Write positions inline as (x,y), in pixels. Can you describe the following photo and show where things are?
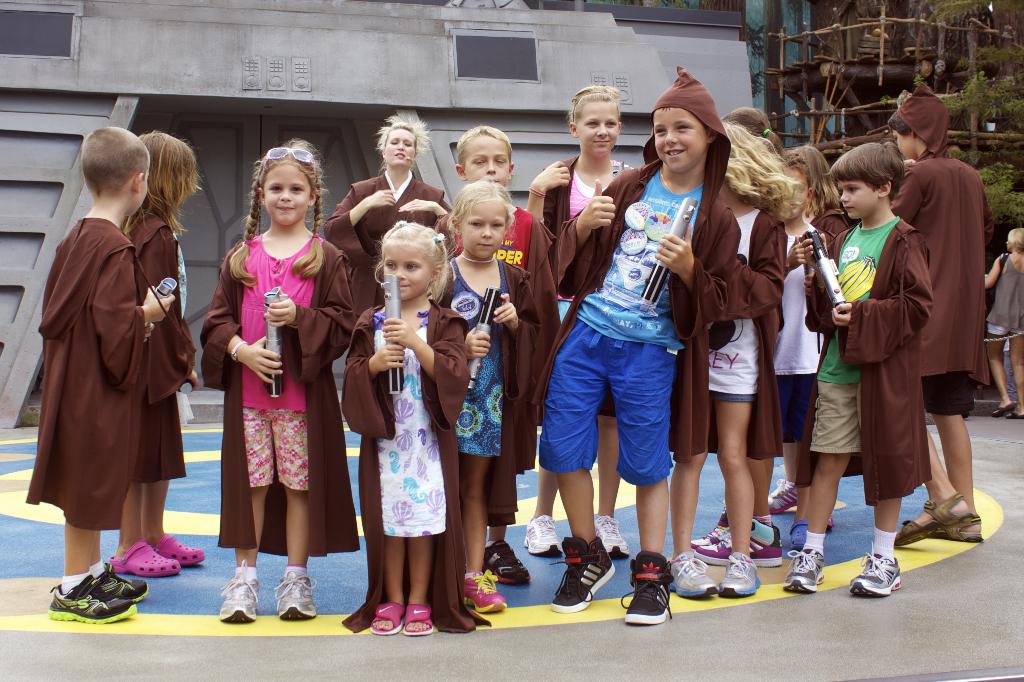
In this picture I can see number of children (494,226) in front (703,267) and I see that they're holding things (656,271) in their hands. I see they're wearing brown color jackets (950,292). In the background (542,153) I can see a building (19,214). On the right side of this picture (991,159) I can see the leaves (959,1) and I see few people (1023,336).
